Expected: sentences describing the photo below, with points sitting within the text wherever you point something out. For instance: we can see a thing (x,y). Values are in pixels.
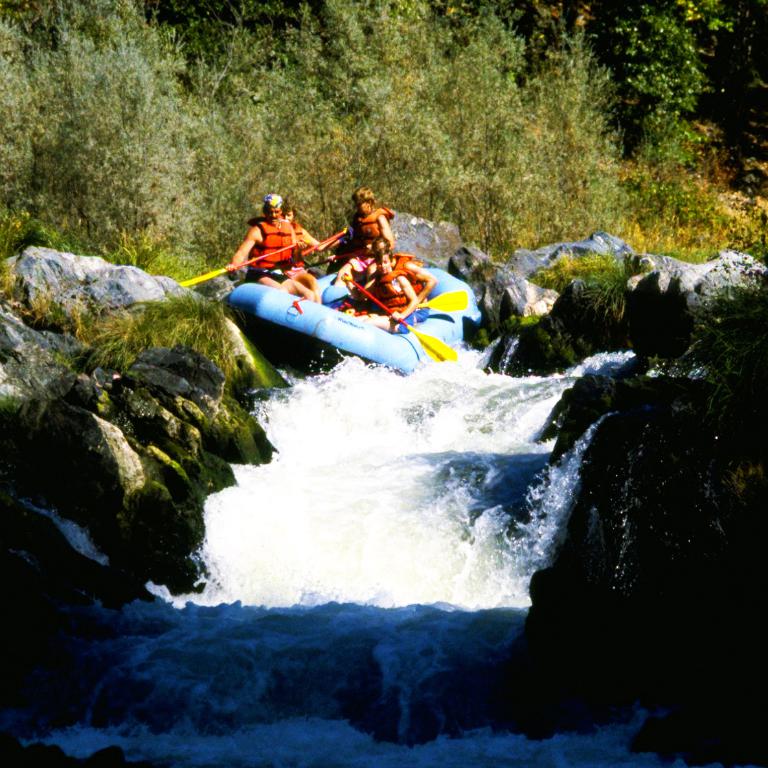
In this image there is a inflatable boat (326,327), on that boat (333,311) there are five persons (386,288) sailing on a river (388,484), on either side of the river (341,389) there are stones (604,434), in the background (289,138) there are trees (323,72).
